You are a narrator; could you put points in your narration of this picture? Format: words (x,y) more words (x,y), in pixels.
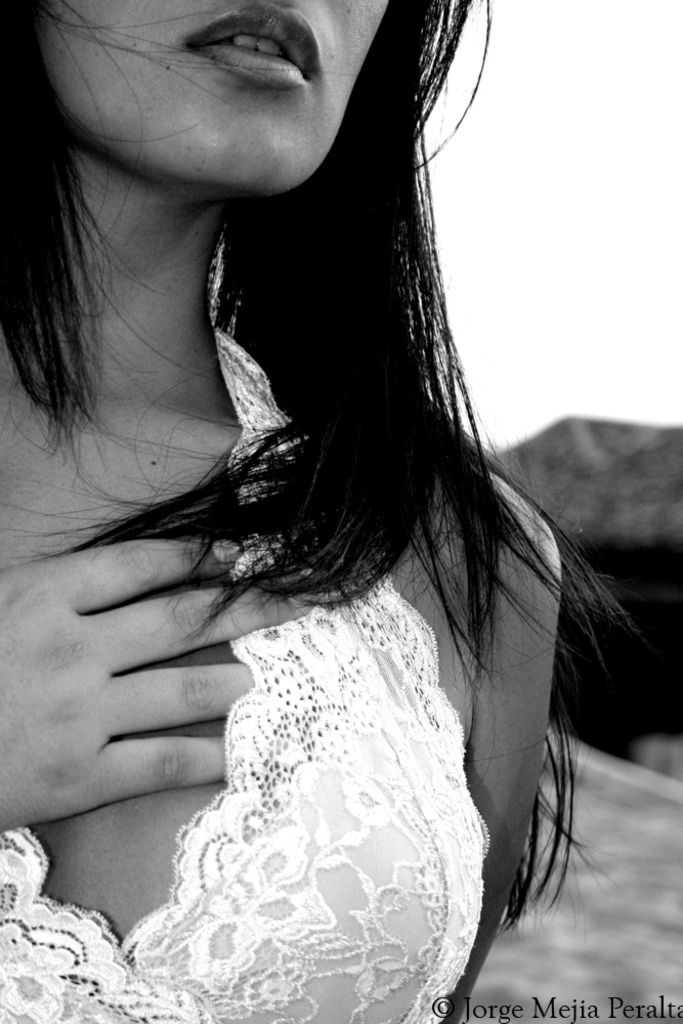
In this picture we can see a woman (181,442), there is a blurry background (545,206), we can see some text (502,1009) at the right bottom (549,1010).
